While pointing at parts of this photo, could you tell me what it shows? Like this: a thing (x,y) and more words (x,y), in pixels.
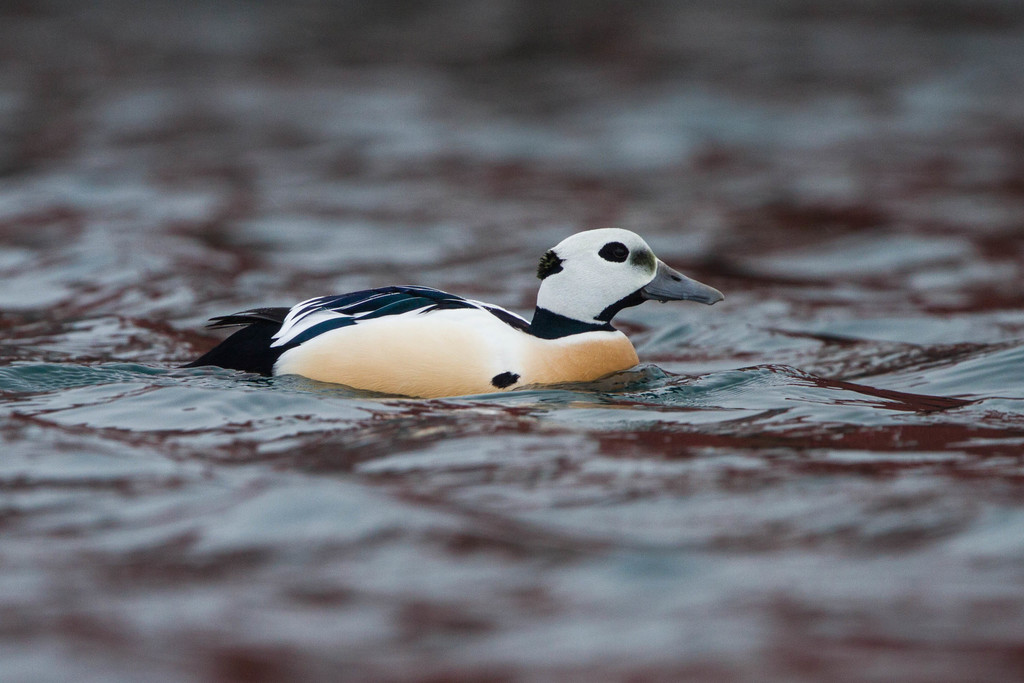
In this image we can see a bird (370,362) in the water (619,202), and the background (559,198) is blurred.
